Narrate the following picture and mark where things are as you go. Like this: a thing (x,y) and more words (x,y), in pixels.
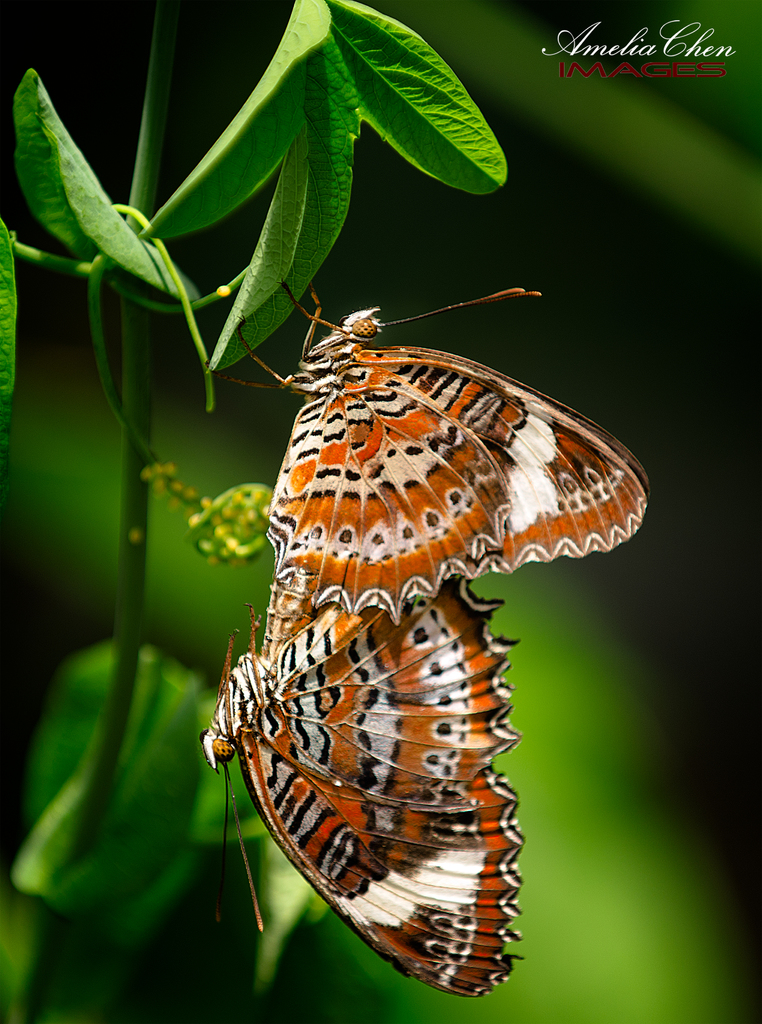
This picture shows couple of butterflies (319,749) on the leaf (239,297) and we see text (563,71) on the top right (708,50) corner of the photo.
